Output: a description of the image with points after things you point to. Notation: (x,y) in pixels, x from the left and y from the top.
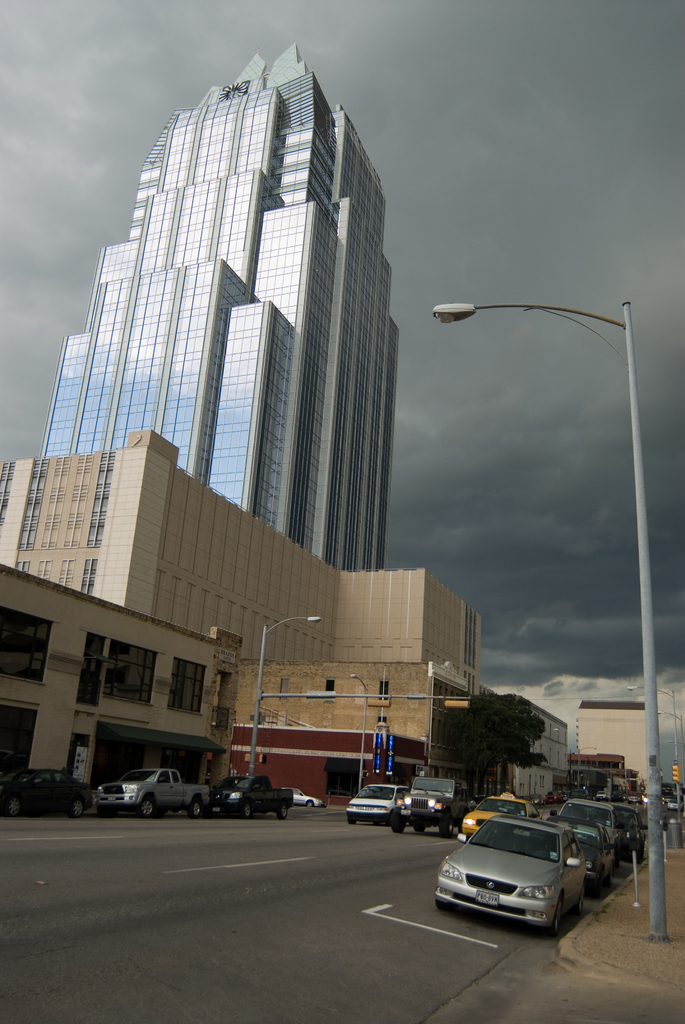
This image is taken outdoors. At the top of the image (496,135) there is a sky (85,93) with clouds (5,339). At the bottom of the image (279,889) there is a road (198,892). In the middle of the image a few cars (233,809) are parked on the road (202,846) and a few vehicles (465,805) are moving on the road (233,896). On the right side of the image (657,945) there are a few street lights (651,684) on the sidewalk (580,927). In the background (267,594) there are a few houses (237,733) and a building (237,368) and there are a few street lights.
